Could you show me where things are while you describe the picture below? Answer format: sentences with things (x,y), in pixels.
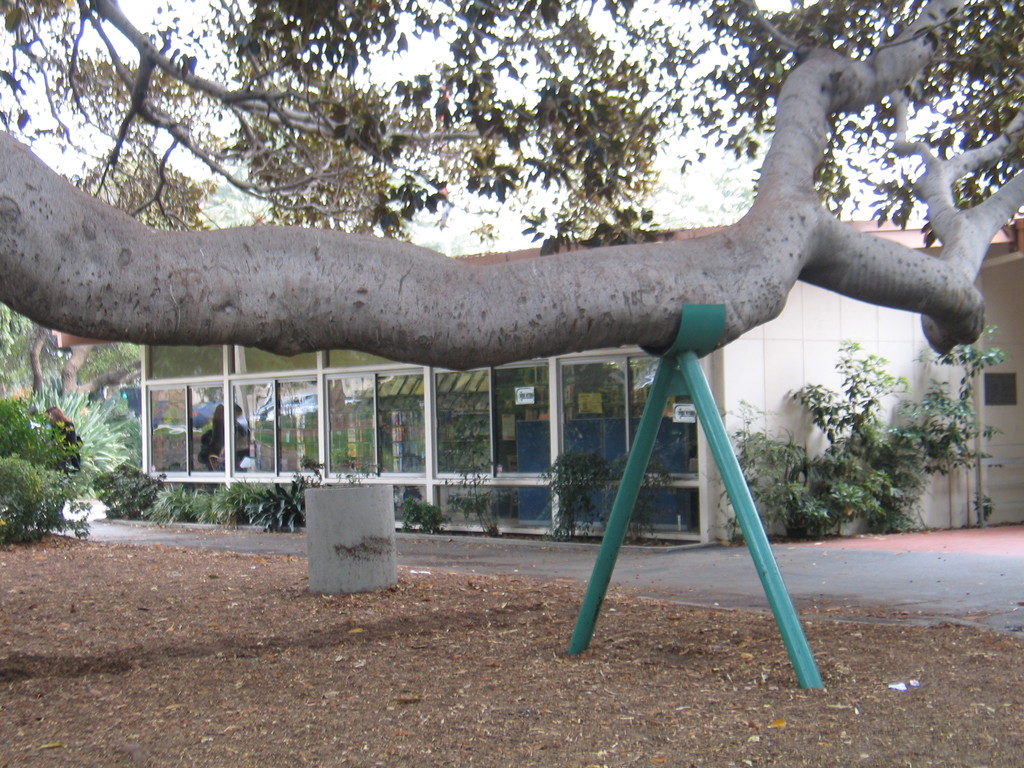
In this image we can see a tree branch (771,247) held with a iron rod (694,365) placed on the ground (650,688). In the background (498,389) we can see group of plants (195,505) and building (153,442).
